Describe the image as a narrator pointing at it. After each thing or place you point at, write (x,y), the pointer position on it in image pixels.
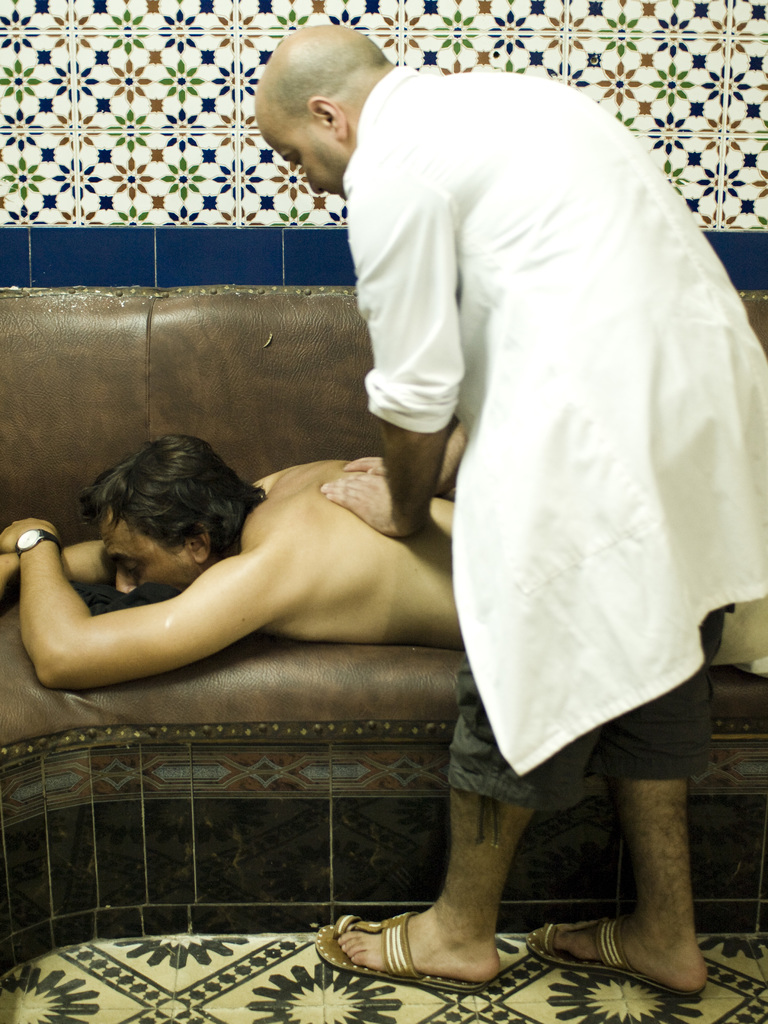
In the picture we can see a man (30,525) sleeping on the sofa (75,347) and one man (696,538) is doing massage for him and he is in a white dress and behind the sofa (10,518) we can see a wall (175,263) with designs (710,228) on it and on the floor (86,986) we can see the tiles (145,1018) with designs (155,1016) on them.
